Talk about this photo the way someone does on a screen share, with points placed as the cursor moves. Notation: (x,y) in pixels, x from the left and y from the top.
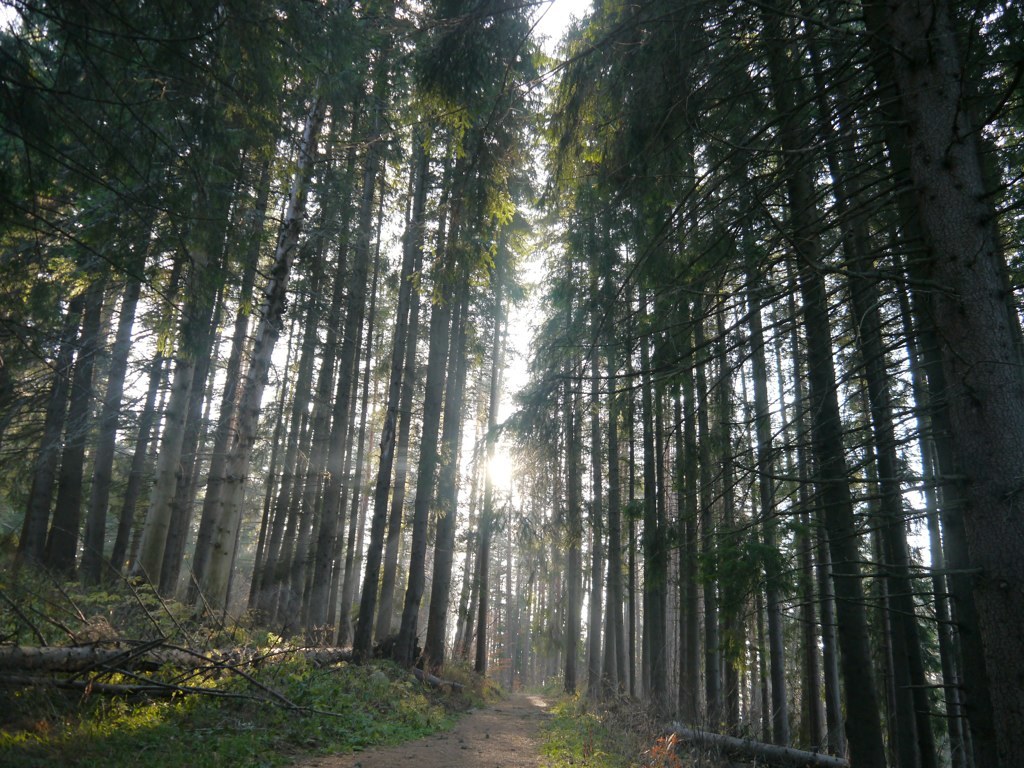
In this picture we can see grass (264,725) on the ground (264,725) and in the background (567,684) we can see trees (649,642) and the sky (868,506).
